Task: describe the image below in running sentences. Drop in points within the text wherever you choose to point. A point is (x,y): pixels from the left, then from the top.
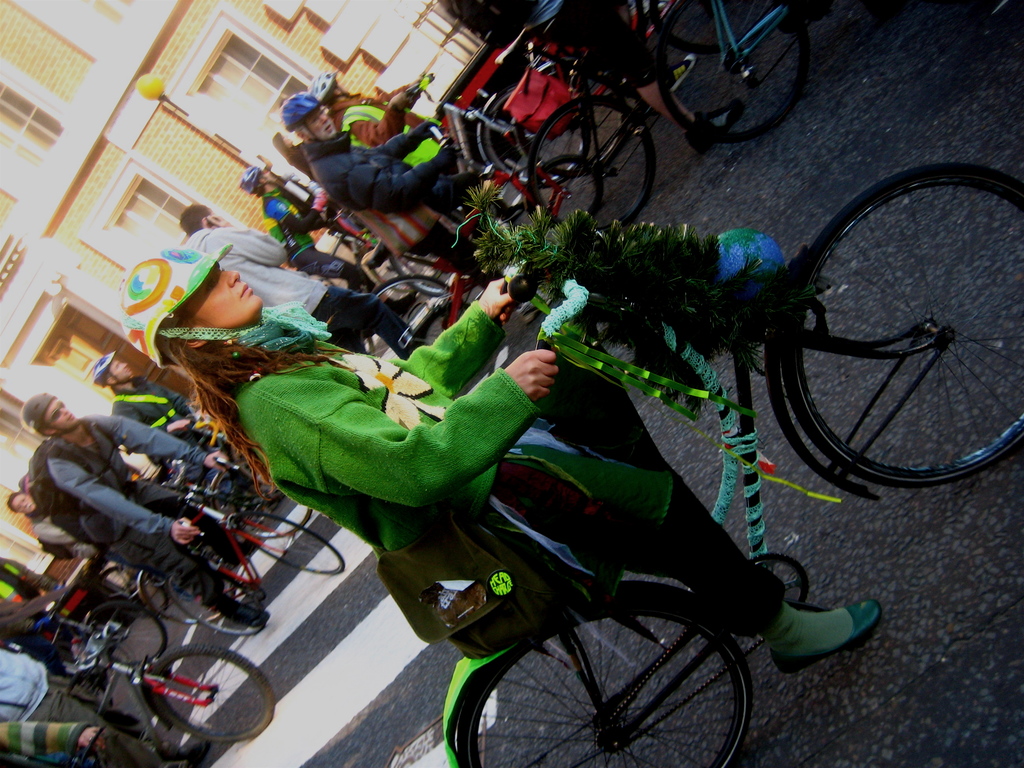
In this picture there is a girl (344,399) in the center of the image (635,273) on a decorated bicycle (696,412) she is cycling and there are other people (270,193) those who are cycling behind her, there is a building (138,101) in the background area of the image (148,135), on which there are windows (253,53).
